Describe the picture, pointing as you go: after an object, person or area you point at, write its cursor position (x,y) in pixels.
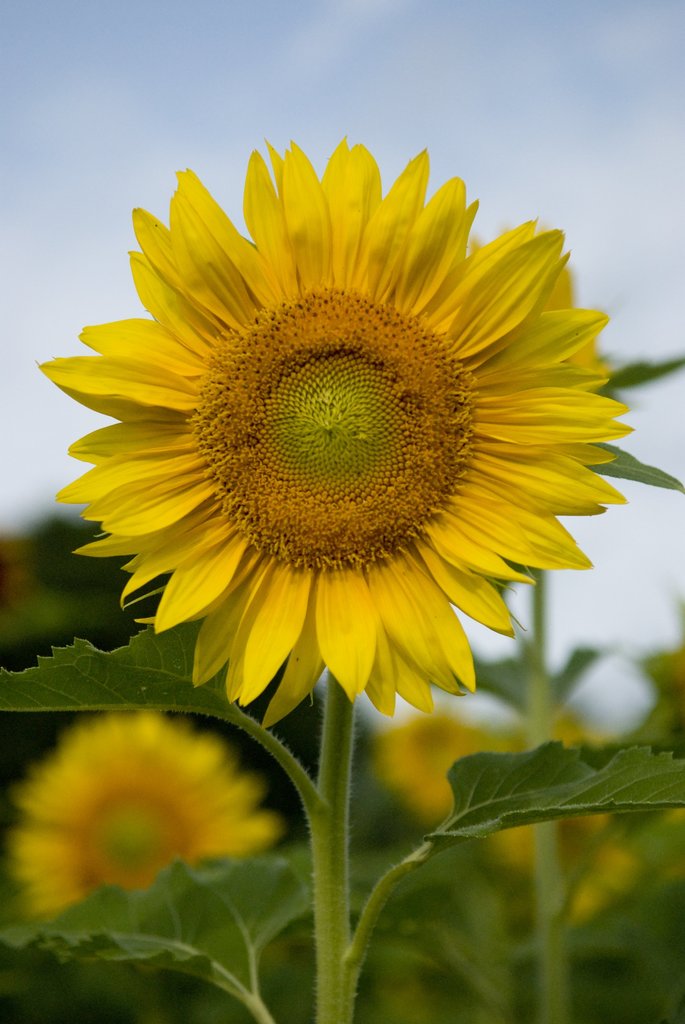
In this image, we can see a sunflower (337,518), stems (324,889) and leaves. Background (678,907) we can see a blur view. Here we can see flowers (112,733) and sky (133,7).
